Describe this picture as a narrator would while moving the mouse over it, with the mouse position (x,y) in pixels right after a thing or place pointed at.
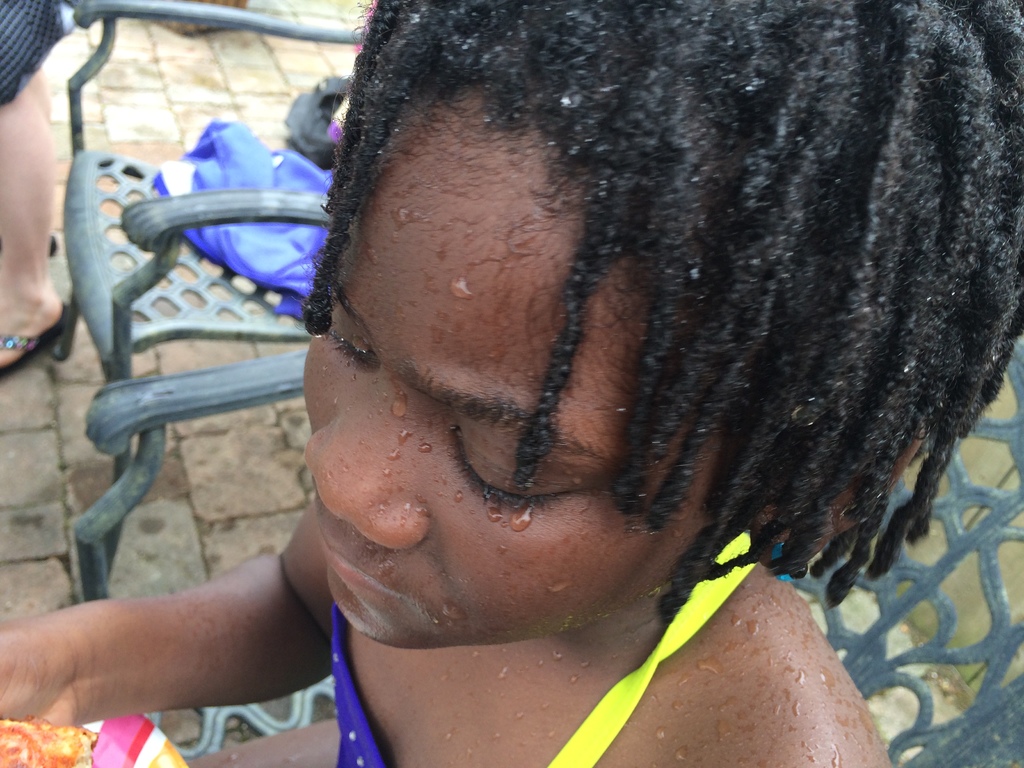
This pictures seems to be clicked outside. In the foreground (718,128) there is a person (412,649) holding some object (58,741) and seems to be sitting on the chair (957,494). At the top left corner (6,34) there is a person (25,251) standing on the ground (135,116) and we can see there are some objects (254,168) placed on the chair (206,295) and we can see the pavement (209,64).
